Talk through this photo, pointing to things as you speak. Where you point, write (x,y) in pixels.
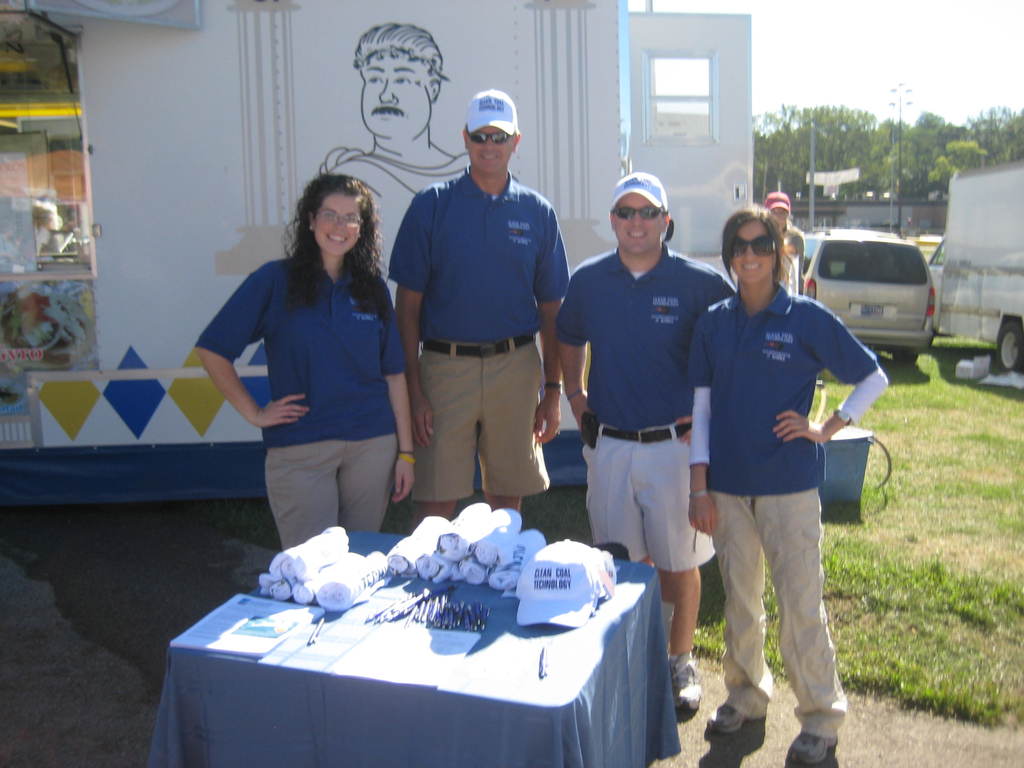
In this image, In the middle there is a table (630,709) covered by blue cloth (200,694) on that table (374,602) there are white color clothes (522,560) and there is a hat (563,597) in white color, There are some people (768,371) standing around the table (641,698), In the background (851,326) there are cars (865,276) and there is a white color wall (523,102) there is a man (398,82) on the wall (409,81).
